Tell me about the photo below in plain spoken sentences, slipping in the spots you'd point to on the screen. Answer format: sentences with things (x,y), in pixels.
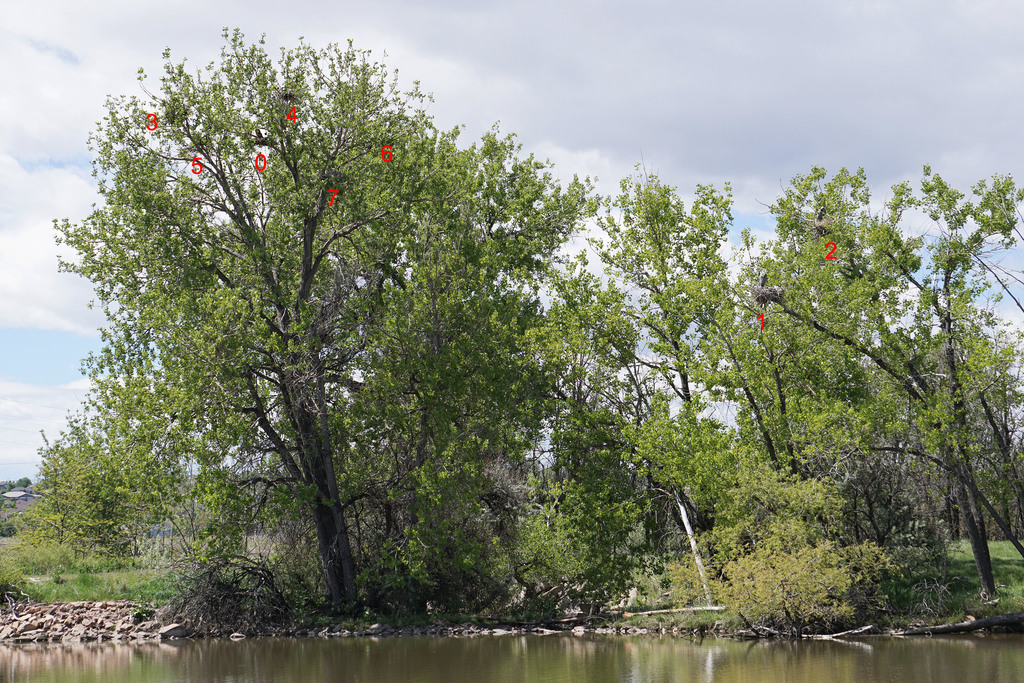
In this image I can see water (656,680). Background (776,350) I can see trees (303,415) in green color and the sky (606,143) is in white color.
